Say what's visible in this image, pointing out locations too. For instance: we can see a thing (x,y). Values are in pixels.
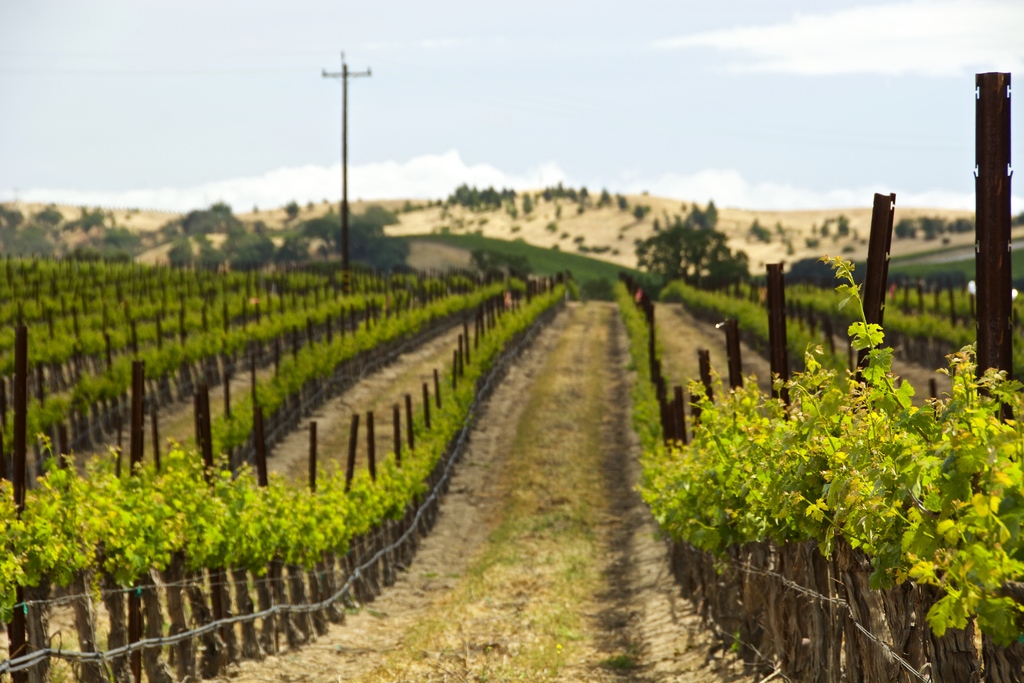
In this image we can see a group of plants (517,287), a wooden fence (407,542), grass (466,640), the pathway (534,593) and a utility pole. We can also see a group of trees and the sky (523,187) which looks cloudy.
